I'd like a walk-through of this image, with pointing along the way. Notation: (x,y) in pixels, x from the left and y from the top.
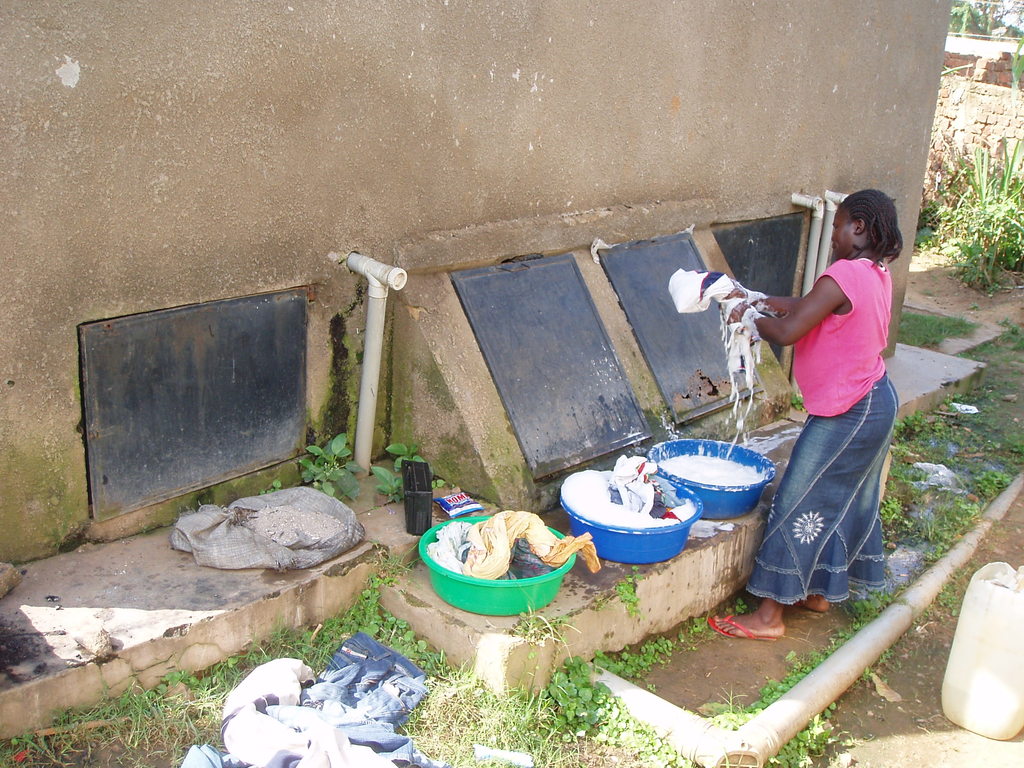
This picture is taken outside, where there is a woman (841,394) in pink and blue colored dress (862,371), washing clothes (723,303) and in front of her there are three tubs (517,584) with clothes (495,532) in it and on the right bottom of the picture (897,616) there are pipes (931,598), a water container (966,645) and on bottom (336,737) we see few clothes (344,736). On top (165,172) we see the wall (451,86).
